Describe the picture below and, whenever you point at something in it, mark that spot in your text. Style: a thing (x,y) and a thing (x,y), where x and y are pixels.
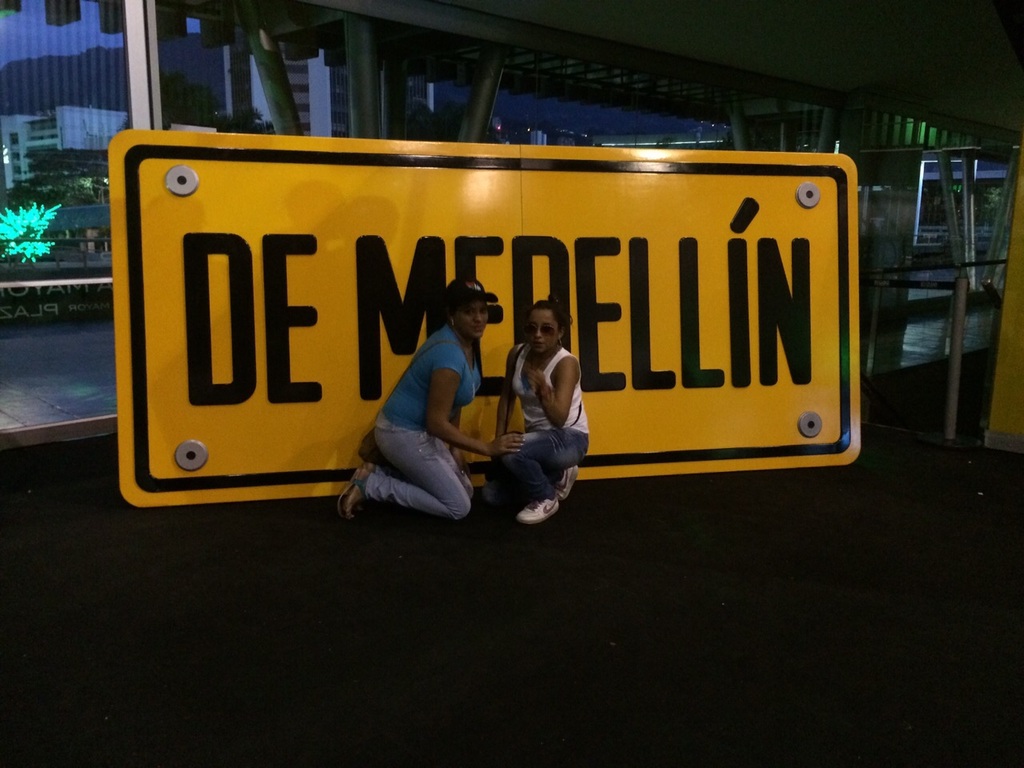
In this image in the center (440,383) there are two persons (524,392) who are sitting on their knees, and in the background (352,278) there is a board (668,293). On the board (511,288) there is some text (275,291) and in the background (485,80) there are some poles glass windows (87,117), houses (86,127) and mountains (85,89). On the right side (974,284) there are some poles (955,403), at the bottom (561,554) there is a floor (682,626).
